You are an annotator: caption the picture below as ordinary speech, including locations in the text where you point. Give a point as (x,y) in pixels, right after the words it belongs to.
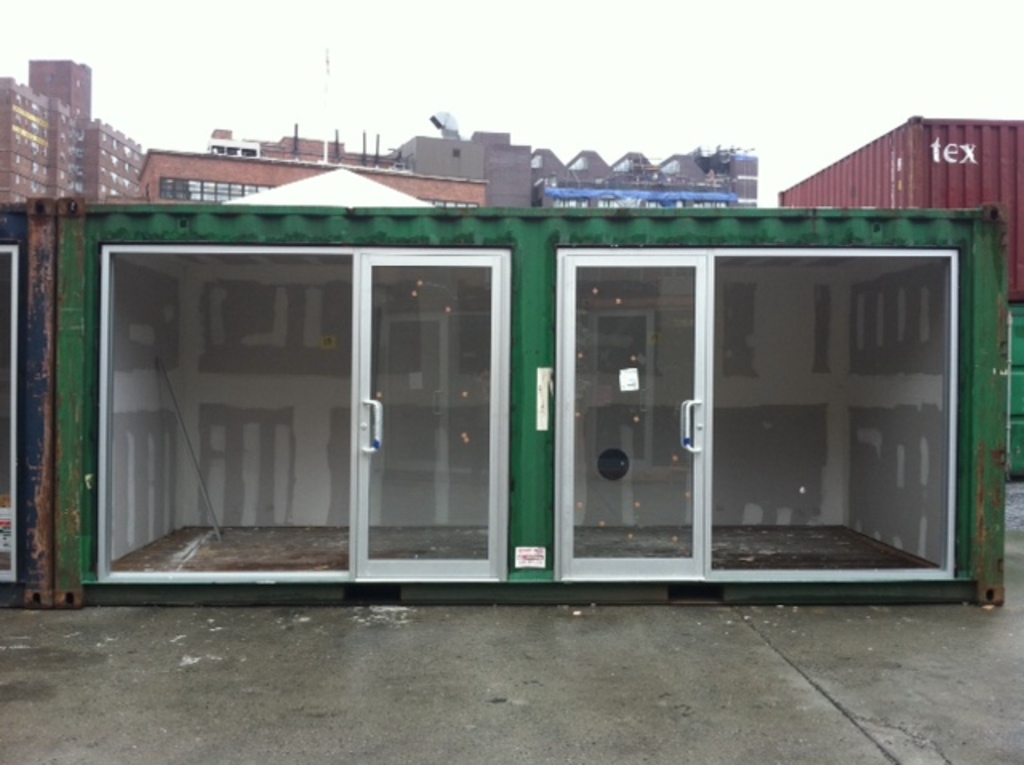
In the foreground of the picture (526,296) I can see the shipping container (382,314) with glass doors (428,297). I can see a container (935,176) on the right side (925,131). In the background (238,148), I can see the buildings (414,175).
